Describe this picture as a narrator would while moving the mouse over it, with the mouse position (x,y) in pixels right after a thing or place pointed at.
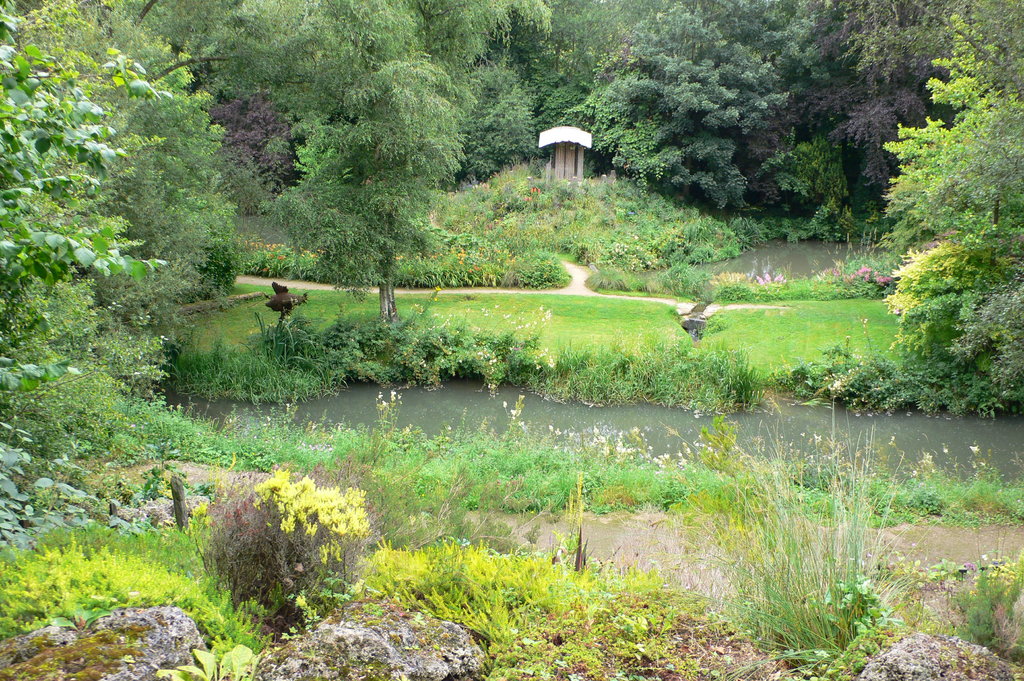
In this image, we can see some trees (671,45). There is a canal (450,420) in between plants (501,440). There is a pond (836,254) on the right side of the image (840,253).
